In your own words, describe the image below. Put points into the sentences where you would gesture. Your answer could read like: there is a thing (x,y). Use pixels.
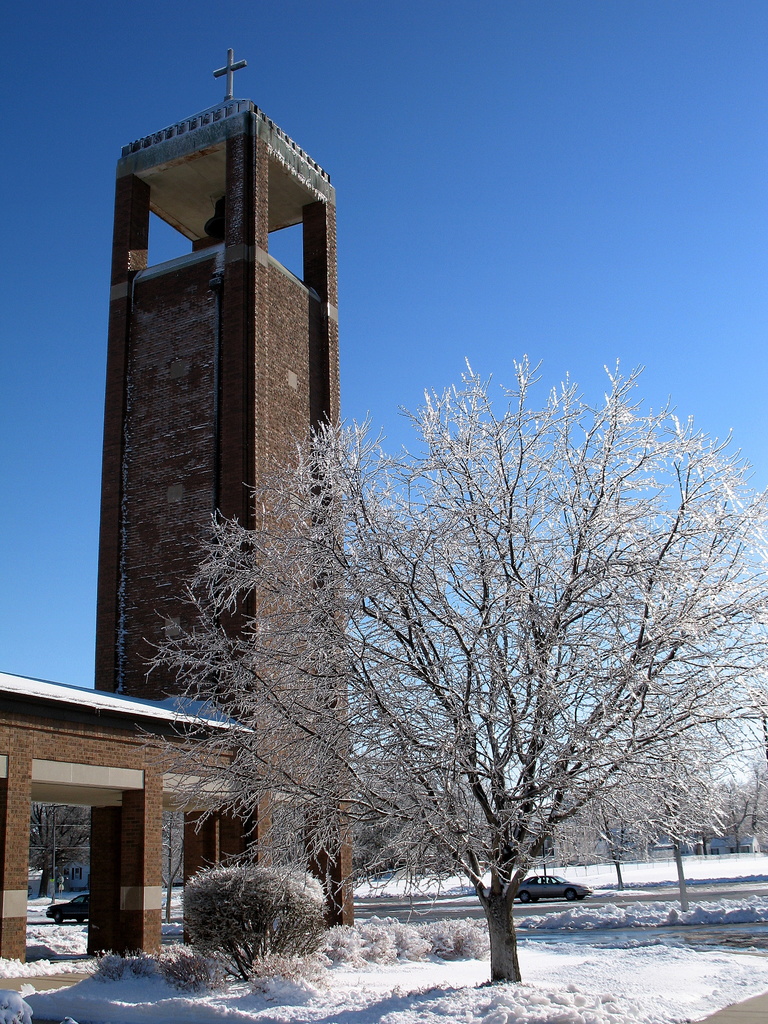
In this image we can see the brick tower construction (284,379). Here we can see the Jesus logo (227,99) on the top of the construction (222,107). Here we can see the trees (583,730). Here we can see the cars (563,882) on the road (560,908). Here we can see the snow (664,956) on the side of the road (670,898). Here we can see the plants (438,940). This is a blue sky (612,264).
